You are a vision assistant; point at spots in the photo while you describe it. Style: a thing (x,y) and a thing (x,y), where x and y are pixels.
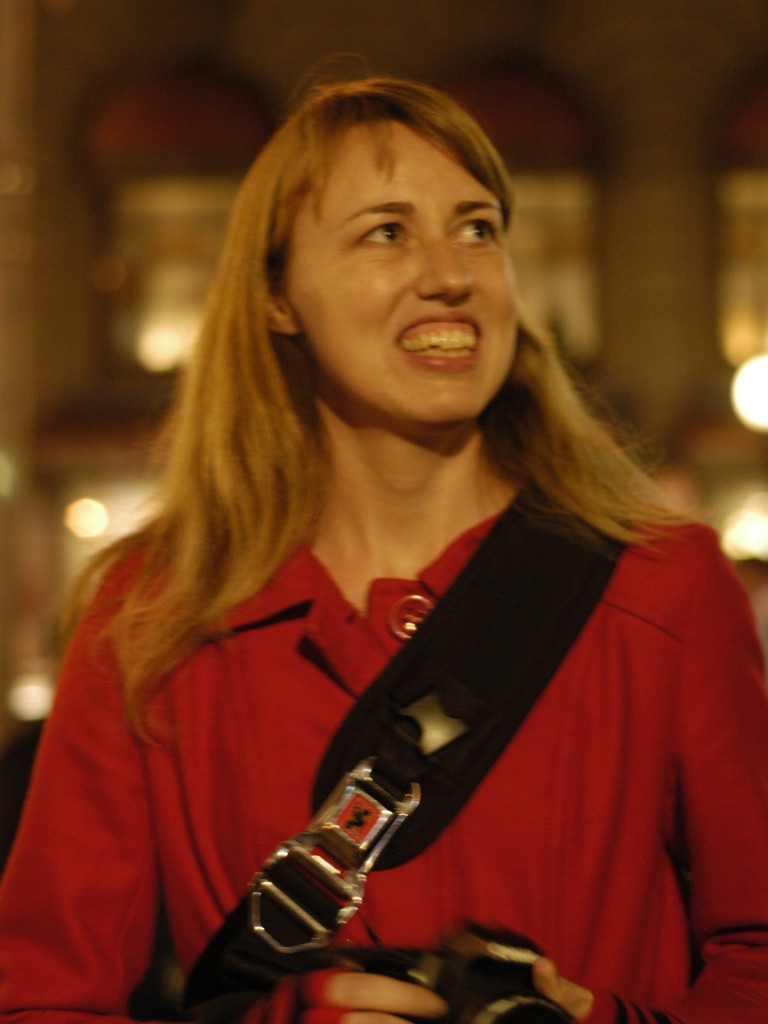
In this image, we can see a person (287,815) holding an object (479,984) and standing. We can see the blurred background (702,327).
